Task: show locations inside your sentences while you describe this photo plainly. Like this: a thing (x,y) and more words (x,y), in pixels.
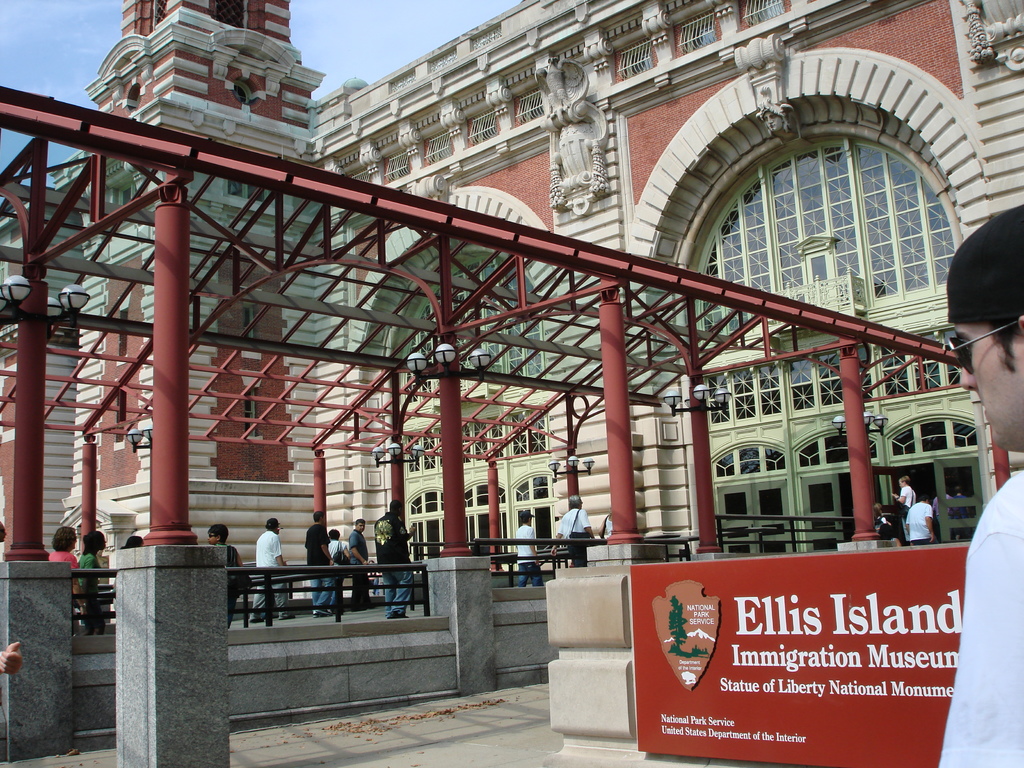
This picture shows a building (406,231) and we see few people (280,547) walking and we see a man (1015,503) wore sunglasses (968,345) and cap (953,266) on his head (1017,335) and we see a name board (757,617) on the wall (612,708) and we see a blue cloudy sky (96,43).
